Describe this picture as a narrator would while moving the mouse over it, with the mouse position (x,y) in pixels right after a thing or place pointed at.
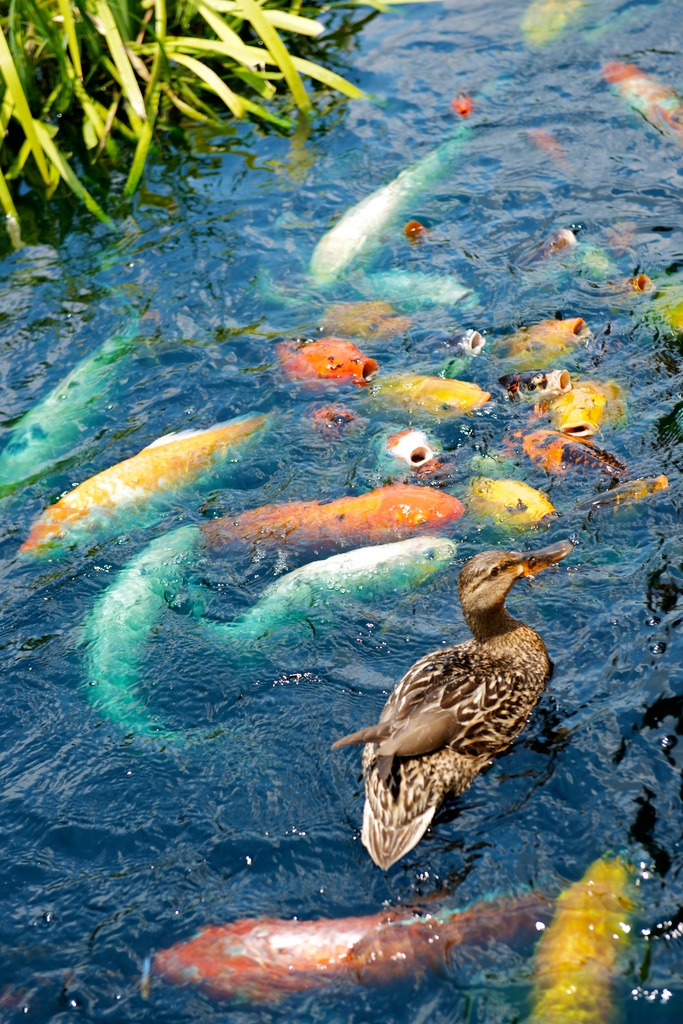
In the image there is water (494,796). There is a duck (374,765) in the water (327,447). And also there are colorful fishes (272,589) inside the water (199,649). In the top left corner of the image (150,115) there are leaves (228,35).
